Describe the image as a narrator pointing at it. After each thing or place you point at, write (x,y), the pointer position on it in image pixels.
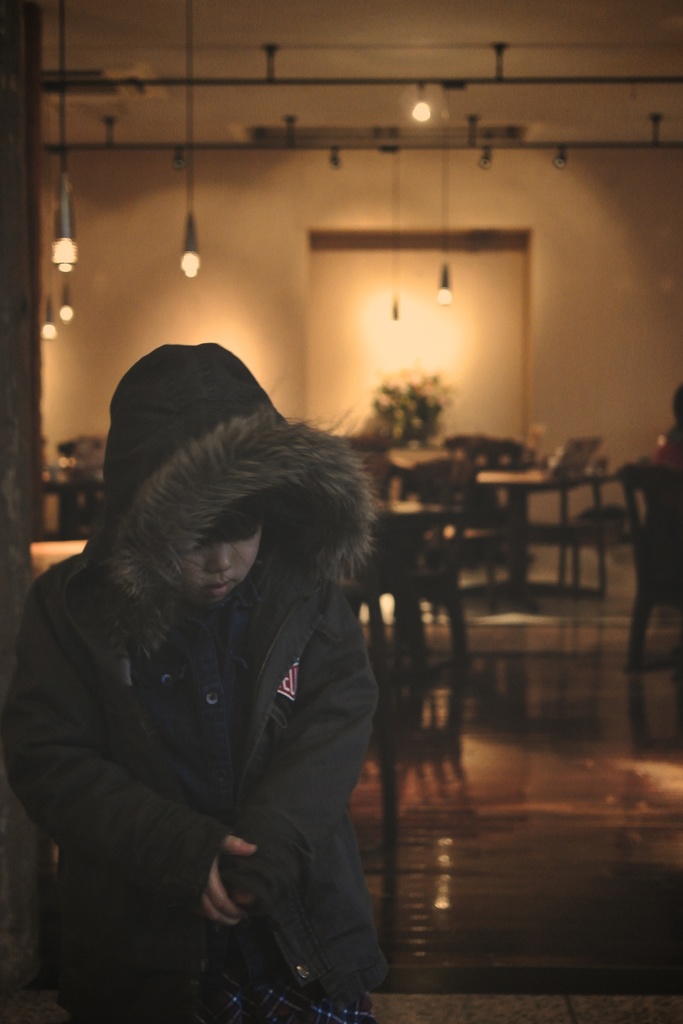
In this image I can see a boy (248,466) and I can see he is wearing a jacket (256,751). In the background (415,492) I can see few tables (421,532), few chairs (664,561), number of lights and I can see this image is little bit blurry from background (421,334).
